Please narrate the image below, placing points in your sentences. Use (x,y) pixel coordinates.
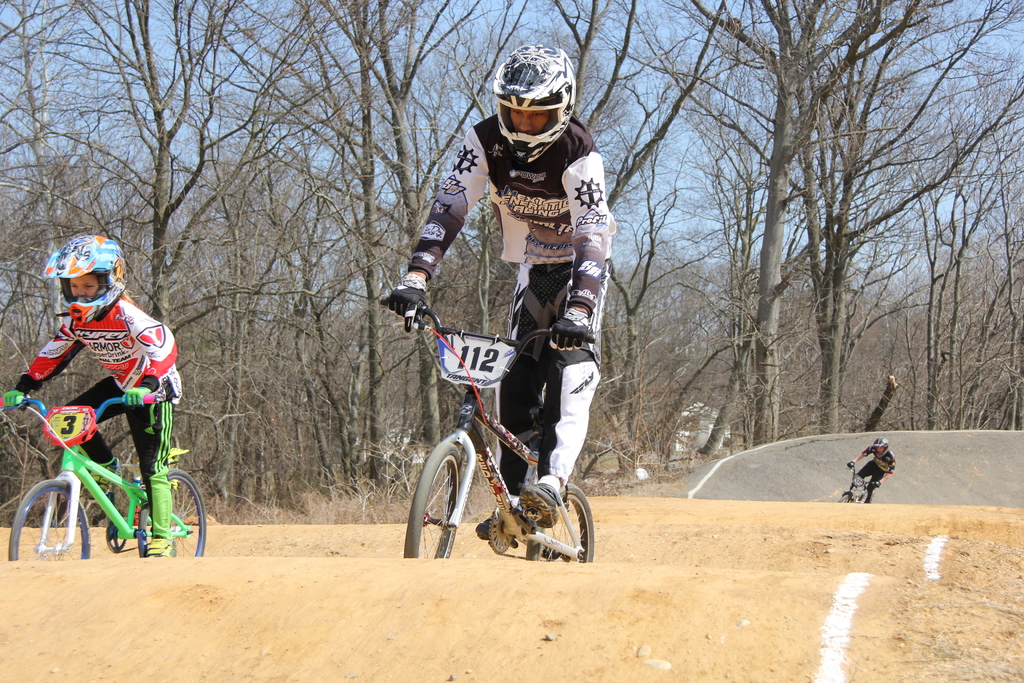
In this picture we can see three persons (114,360) riding bicycles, they wore helmets (525,139), in the background (831,321) there are some trees (684,294), we can see the sky (640,35) at the top of the picture (621,17).
